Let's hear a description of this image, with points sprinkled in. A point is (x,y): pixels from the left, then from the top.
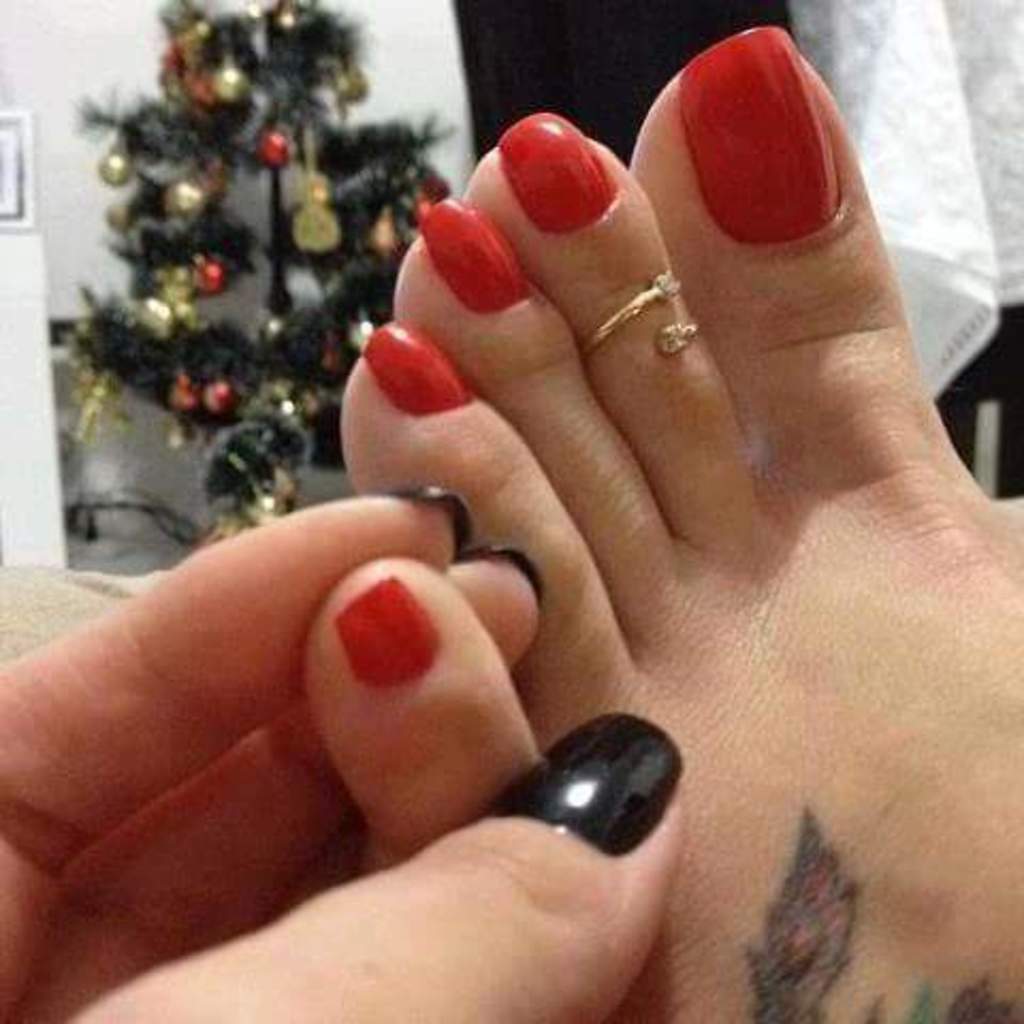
In this image there are legs (718,699) in the middle (441,669). There is a nail polish (738,156) to the nails (591,192). In the background (286,204) there is a Christmas tree (284,263) to which there are balls (215,279). On the right side (873,75) top there is a white cloth (956,190). On the left side (146,866) bottom there is a hand (336,790) which is holding the leg (552,610).
